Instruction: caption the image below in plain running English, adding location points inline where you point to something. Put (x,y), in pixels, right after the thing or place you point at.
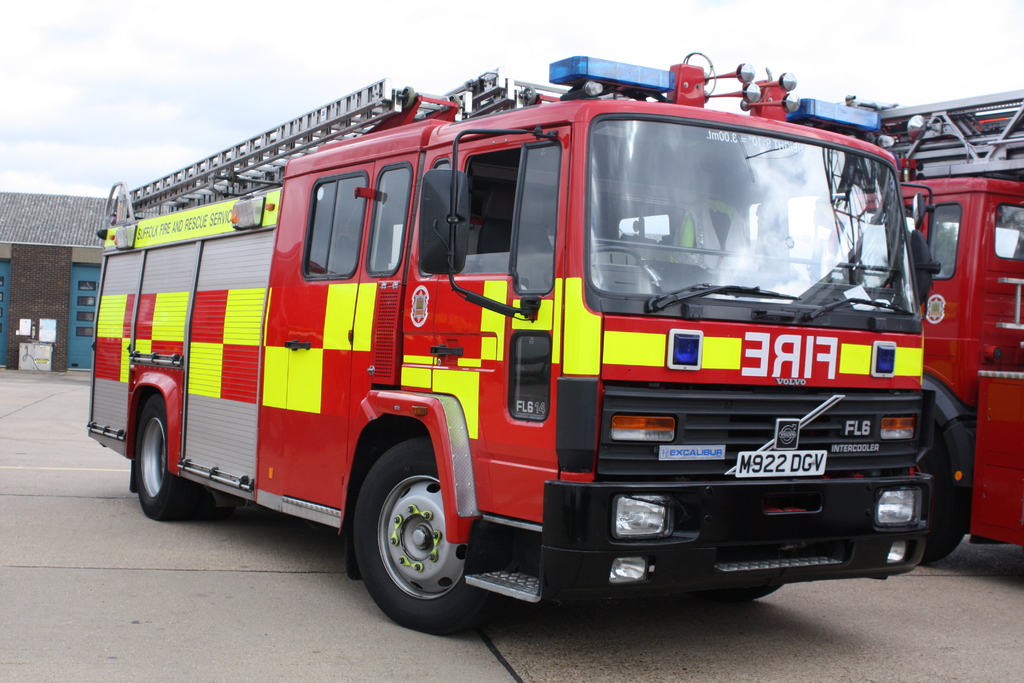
In this image I can see the vehicles (608,380) on the road (412,644). In the background (18,301) I can see the building (37,259) and there are some boards (26,332) in-front of the building (70,308). I can also see the clouds (485,36) and the sky (531,45) in the back (531,45). To the right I can see an object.
